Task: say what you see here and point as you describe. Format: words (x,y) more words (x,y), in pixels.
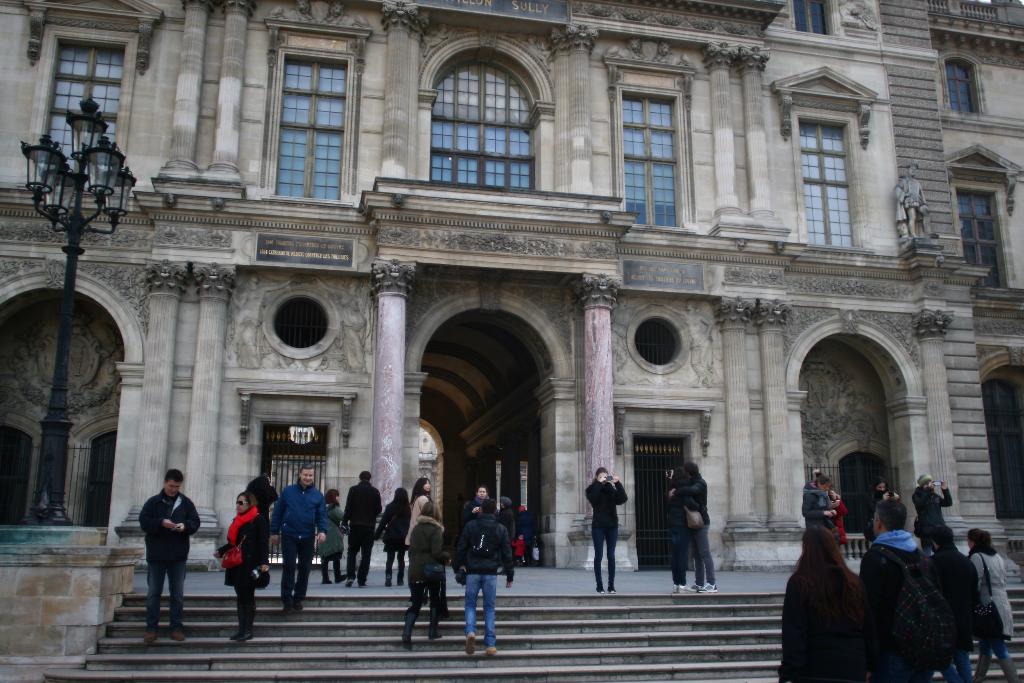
In this image, we can see a building (582,182). There are persons (254,570) wearing clothes (389,528). There is a street lamp (69,312) on the left side of the image (63,301). There are stairs (332,633) at the bottom of the image (321,641).
